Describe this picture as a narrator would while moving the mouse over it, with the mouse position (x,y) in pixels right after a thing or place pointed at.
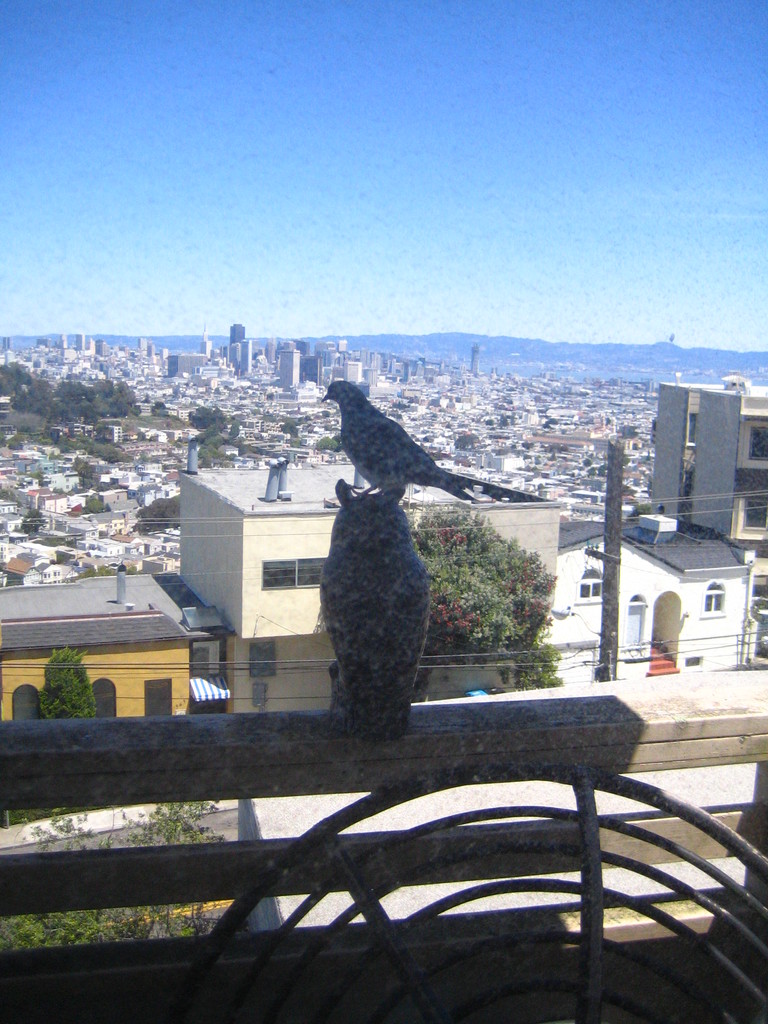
In this image we can see a statue (349,694) on the railing (429,846) and there are rods (610,820). In the background (395,372), we can see the buildings (499,435), trees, pole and the sky (437,157).
